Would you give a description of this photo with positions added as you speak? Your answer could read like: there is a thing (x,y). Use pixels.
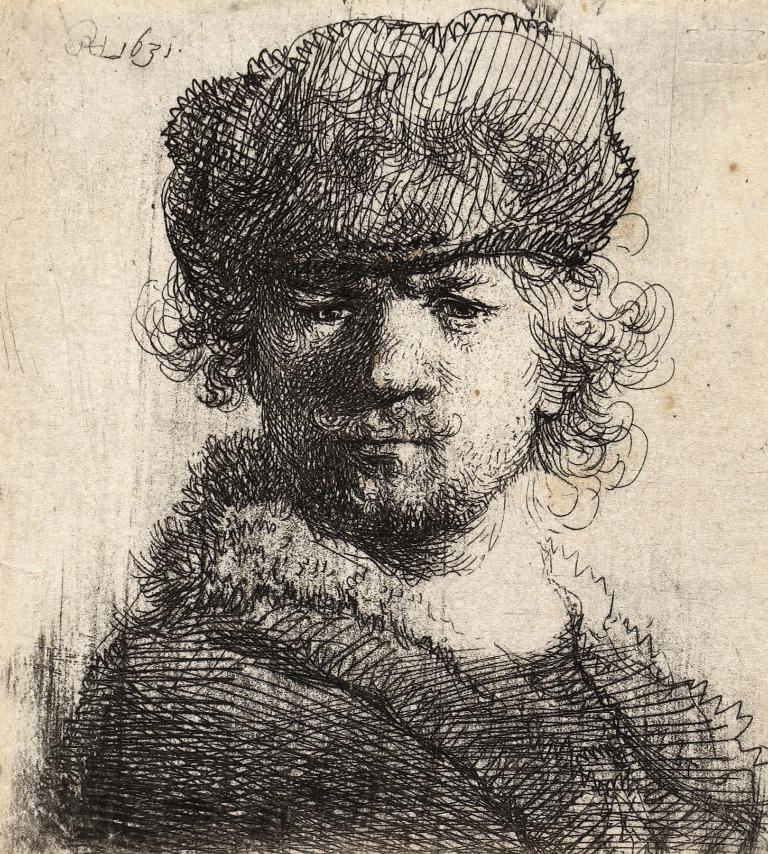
In this picture we can see art (340,414) of a man (347,432).
